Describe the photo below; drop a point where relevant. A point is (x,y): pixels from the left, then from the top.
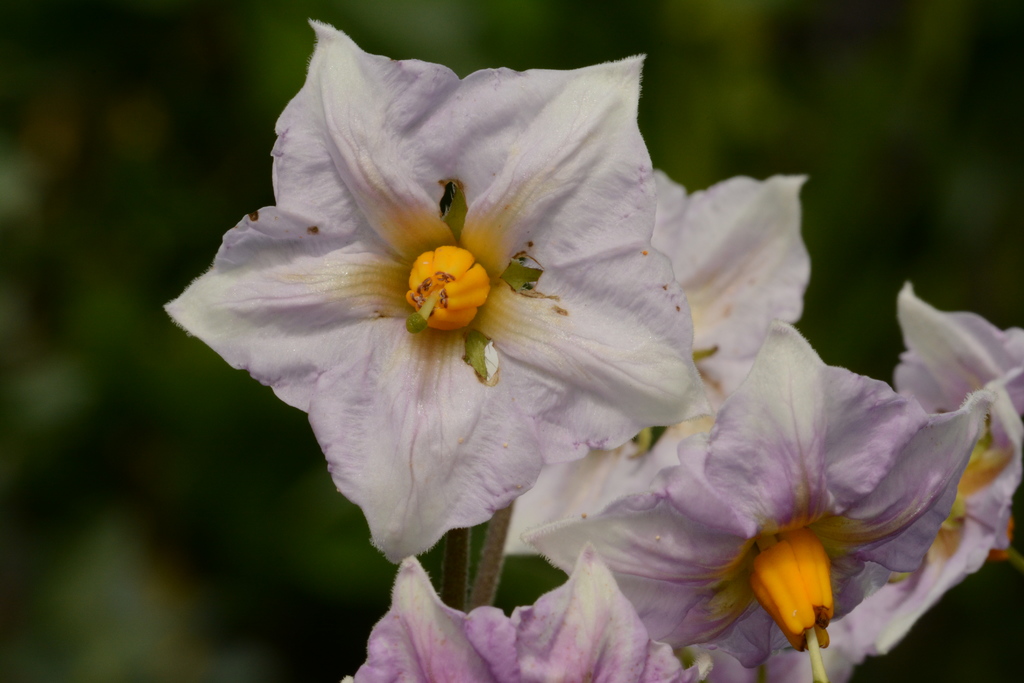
This image consists of flowers (407,388). They are in white color.
